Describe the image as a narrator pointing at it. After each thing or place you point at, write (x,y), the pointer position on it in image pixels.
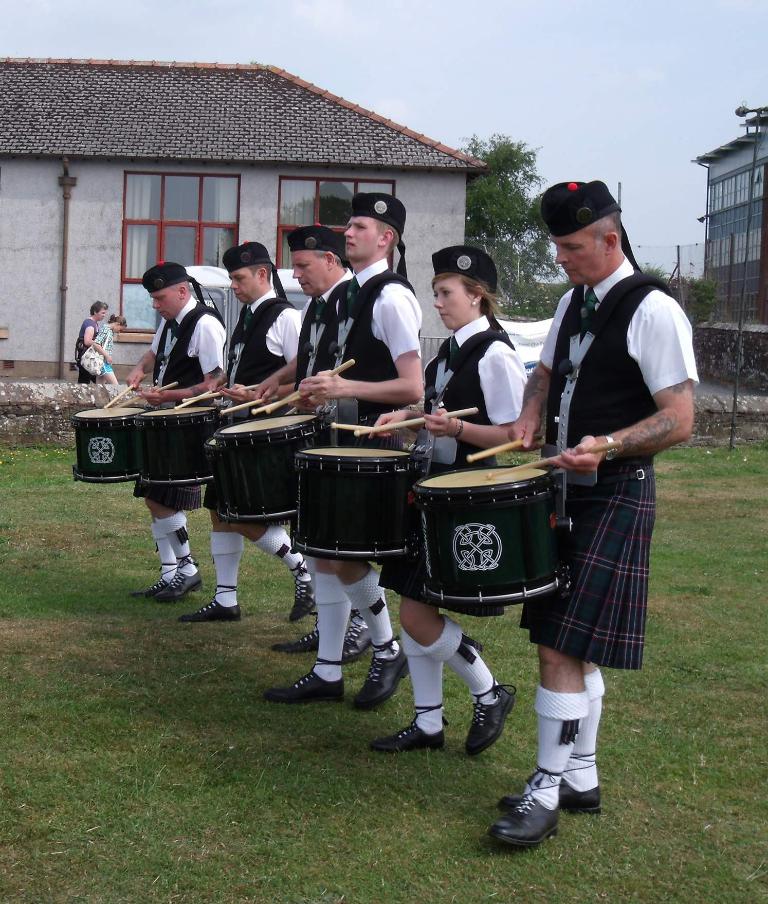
In the middle of the image (509,548) few people (452,668) are playing drums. Bottom left side of the image (132,702) there is grass (490,756). Top right side of the image (719,268) there is building (759,315). At the top of the image (539,56) there is sky (605,56). In the middle of the image (501,306) there is a tree (502,143). Top left side of the image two people (120,321) are walking.
